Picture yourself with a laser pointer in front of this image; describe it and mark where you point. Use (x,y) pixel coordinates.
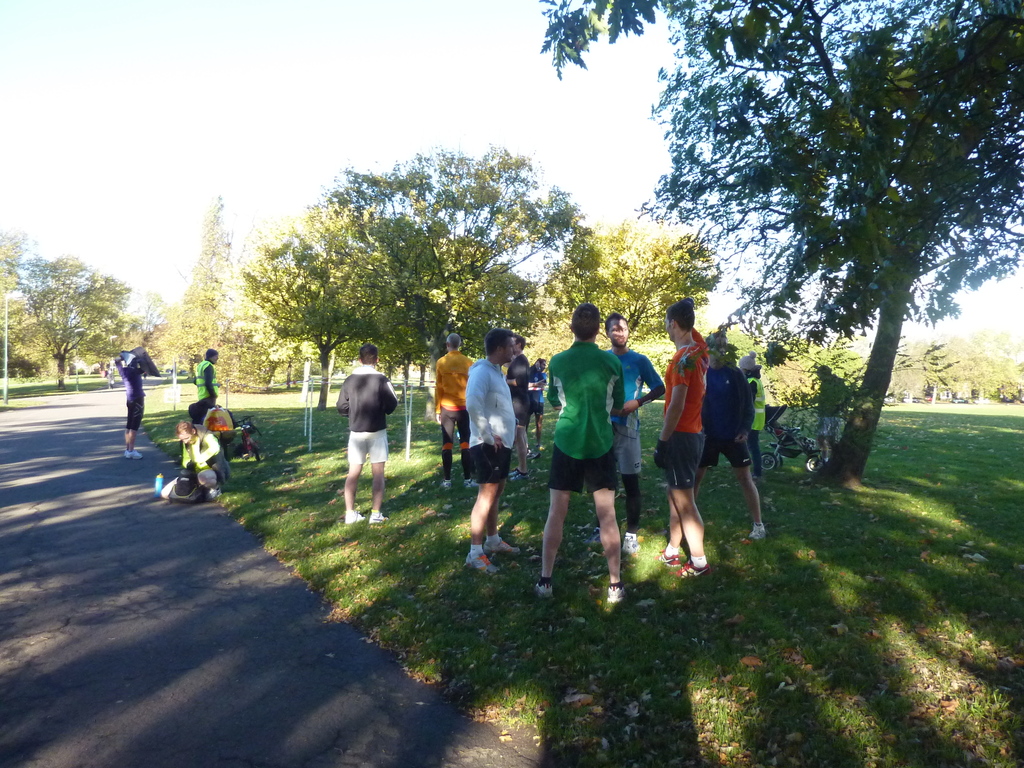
There are people (699,448) and these people (521,434) are standing and we can see grass (396,528), road (81,514), trees (312,279) and sky (162,240).
